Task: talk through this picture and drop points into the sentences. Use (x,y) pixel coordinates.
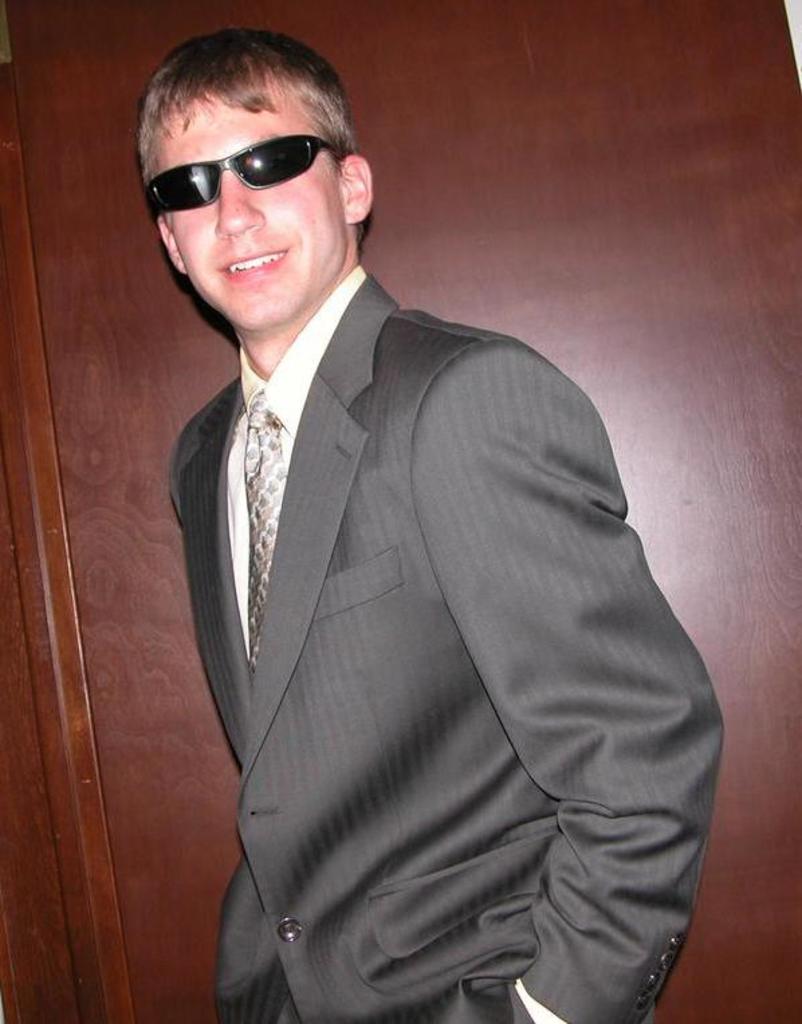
There is one person (349,667) standing and wearing a blazer (401,612) and goggles (256,181) in the middle of this image (322,534), and there is a wooden wall (640,374) in the background (438,216).
